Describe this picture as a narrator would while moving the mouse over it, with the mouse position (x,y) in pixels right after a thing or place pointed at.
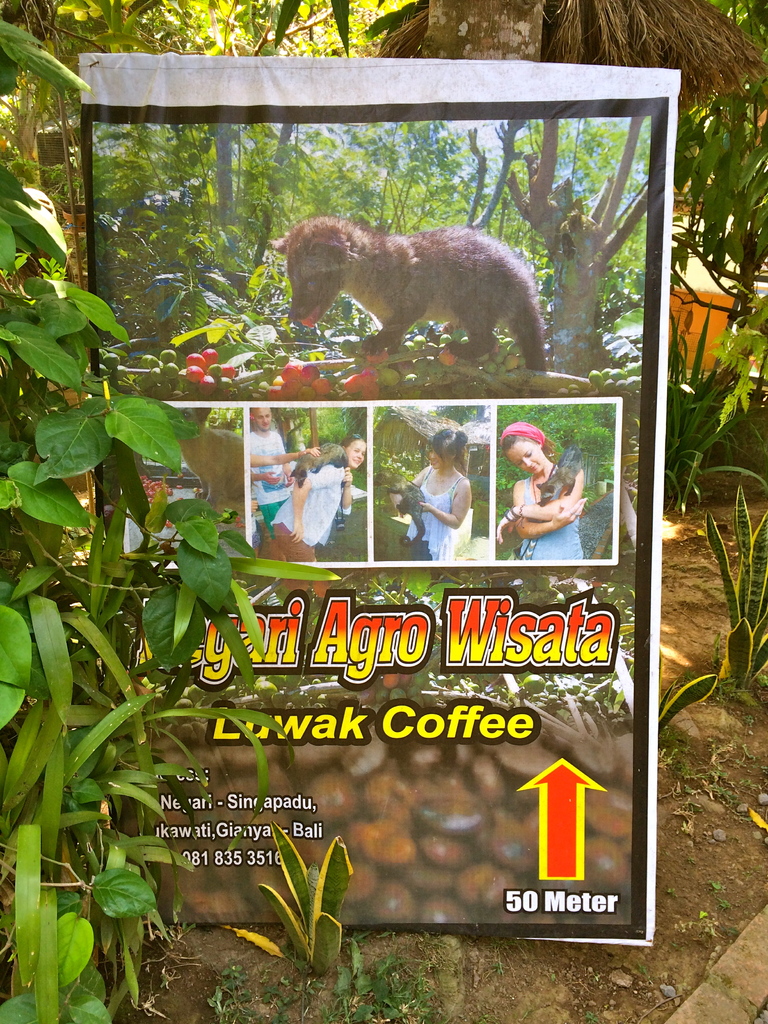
Here in this picture, in the middle (437,492) we can see a banner (113,84) present on the ground (665,951) over there and in that banner (314,749) we can see animals (369,340) and persons pictures (460,494) present and behind that we can see plants (141,399) and trees (708,128) present all over there.
